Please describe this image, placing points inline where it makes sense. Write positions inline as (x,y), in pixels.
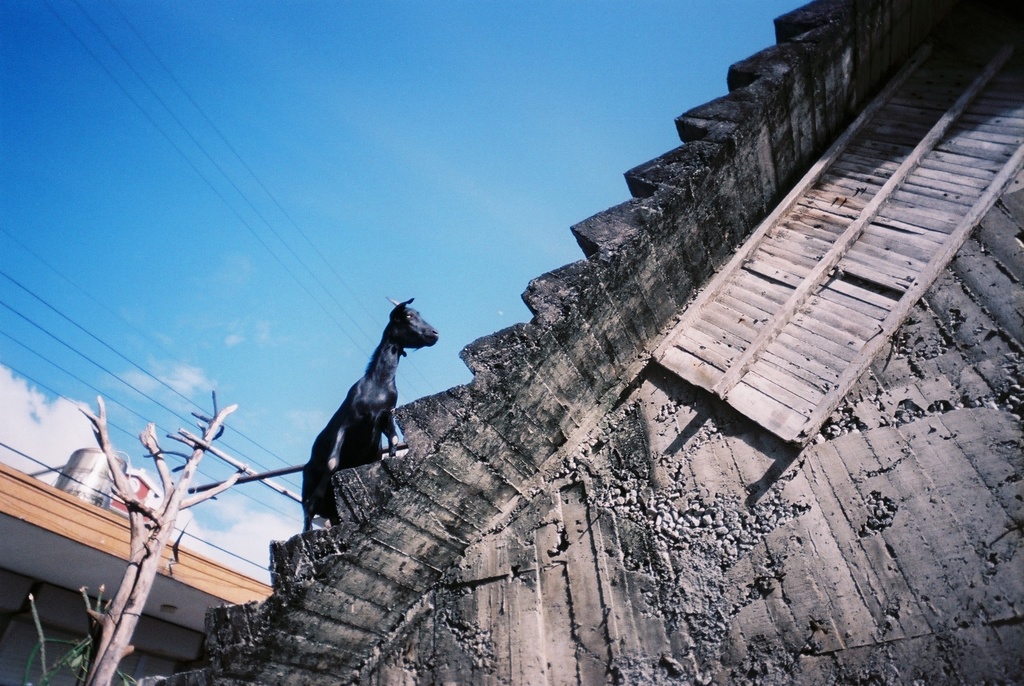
In this image we can see steps (642,199). On the steps (659,193) there is an animal (360,427). Also there is a wooden object (766,318). On the left side (129,606) there is a tree (125,598). Also we can see sky (246,215) with clouds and few other objects (2,502).
